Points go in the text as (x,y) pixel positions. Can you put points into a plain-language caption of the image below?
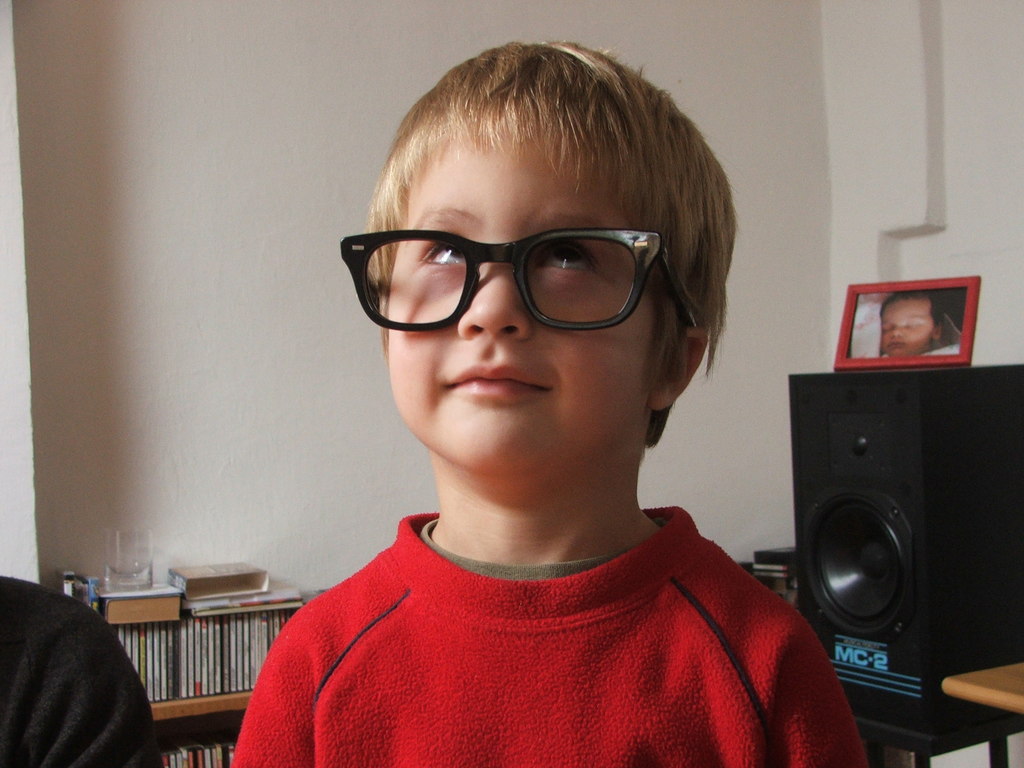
In this image we can see there is a boy (473,443) looking at the top of the image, beside him there is an another person (68,658), behind him there are books (246,651) arranged on the rack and some other objects (215,598) placed on it and there is a speaker (885,417), above the speaker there is a photo frame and there is a table (1009,688). In the background (945,85) there is a wall (222,94).
